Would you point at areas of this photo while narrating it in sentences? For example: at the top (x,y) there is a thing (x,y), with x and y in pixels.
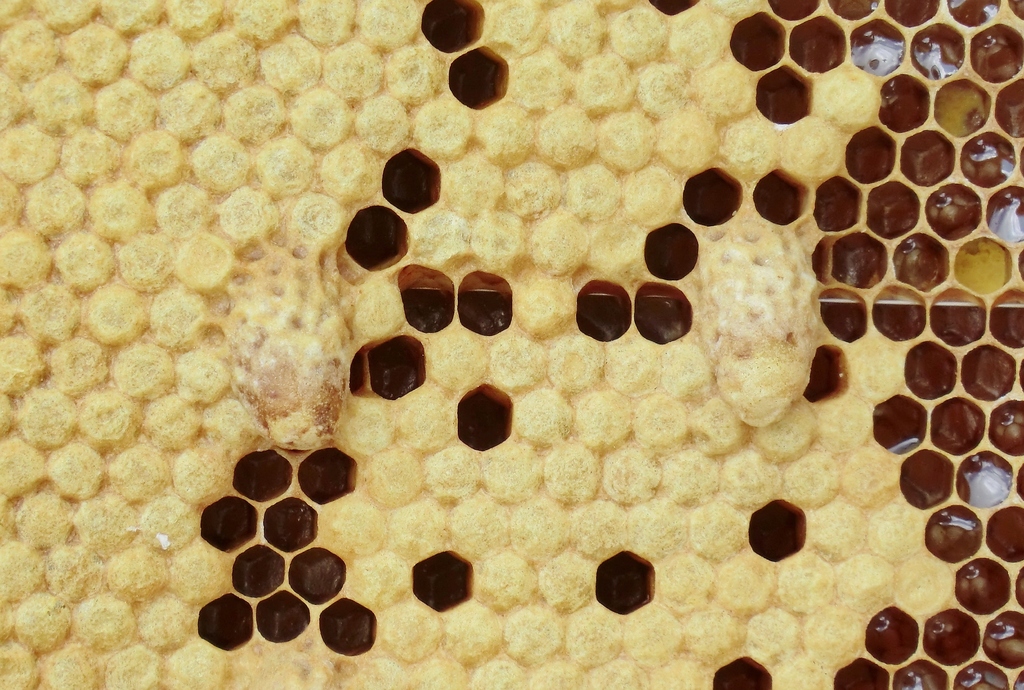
There is a yellow color honeycomb (667,94) which is having some holes (858,5).
